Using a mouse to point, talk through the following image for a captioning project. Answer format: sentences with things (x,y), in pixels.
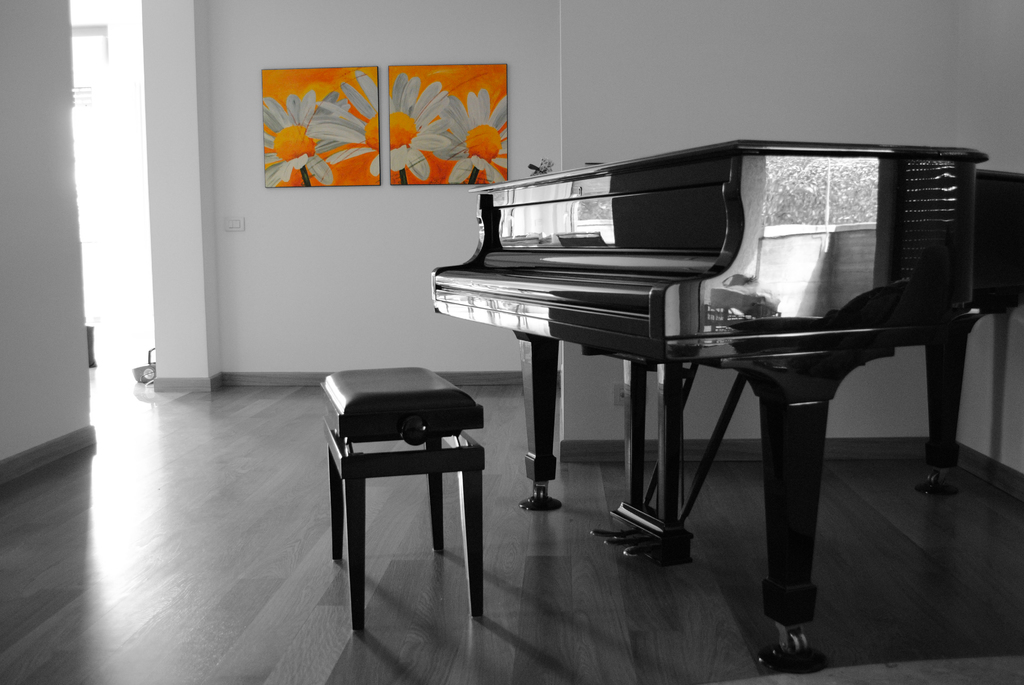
In this image I can see a piano (649,292) and the chair (382,454) and there are two frames (409,128) attached to the wall (283,193).
